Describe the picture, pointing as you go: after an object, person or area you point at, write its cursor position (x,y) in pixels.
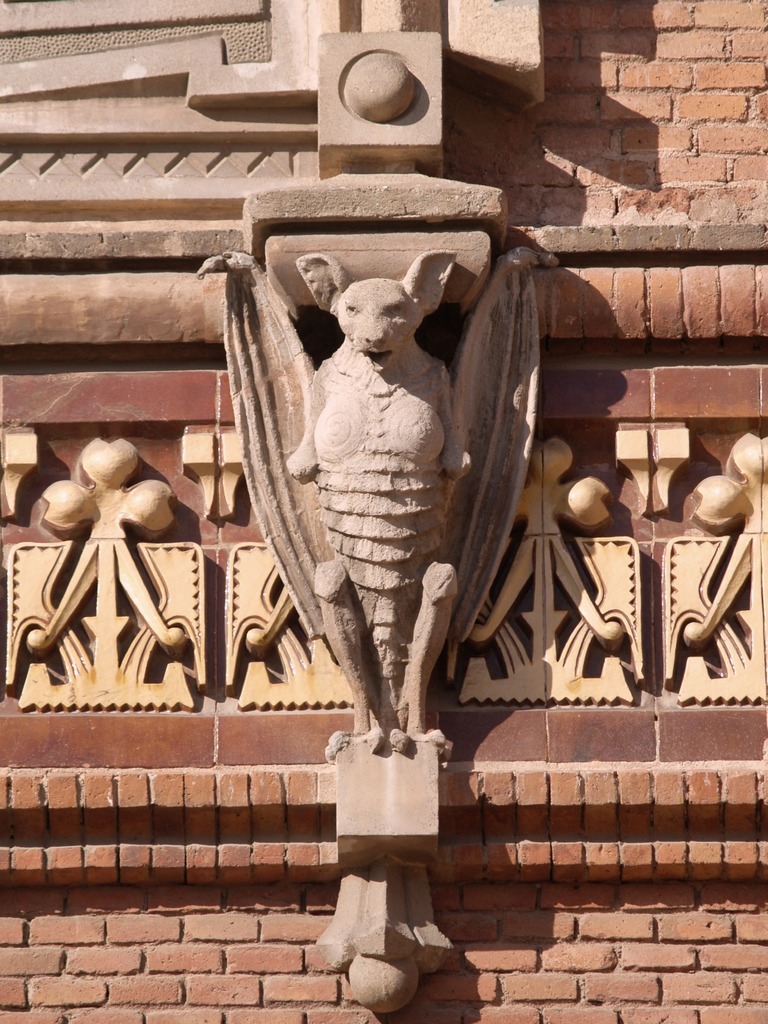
In this image there is a structure (265,522) of an animal (265,522) carved on the wall (207,298).
